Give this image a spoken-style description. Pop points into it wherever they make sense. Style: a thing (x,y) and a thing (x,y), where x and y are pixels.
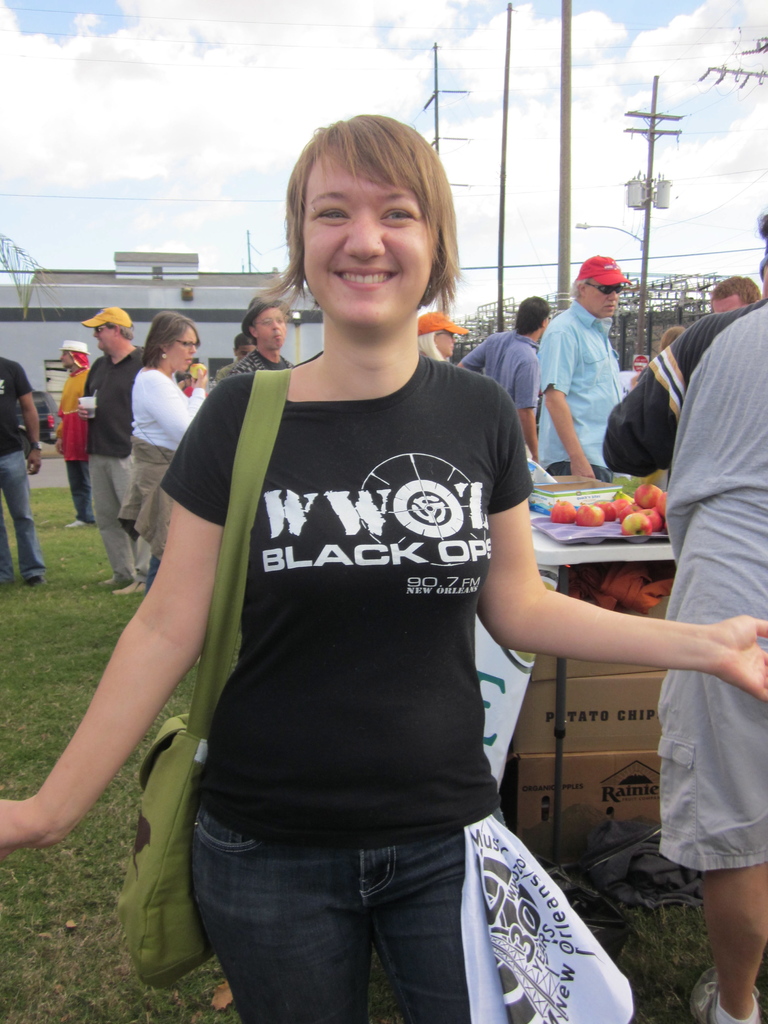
In this image, we can see a woman (421,396) is smiling and wearing a bag (169,971). Here we can see white cloth (503,961). Background (3,403) there are so many people (731,610). Few are holding some objects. Here we can see few carton boxes (619,716), table (586,555), some items (616,497). Here there is a wall (220,316), poles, light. Top of the image (179,97), we can see a cloudy sky (294,110).
